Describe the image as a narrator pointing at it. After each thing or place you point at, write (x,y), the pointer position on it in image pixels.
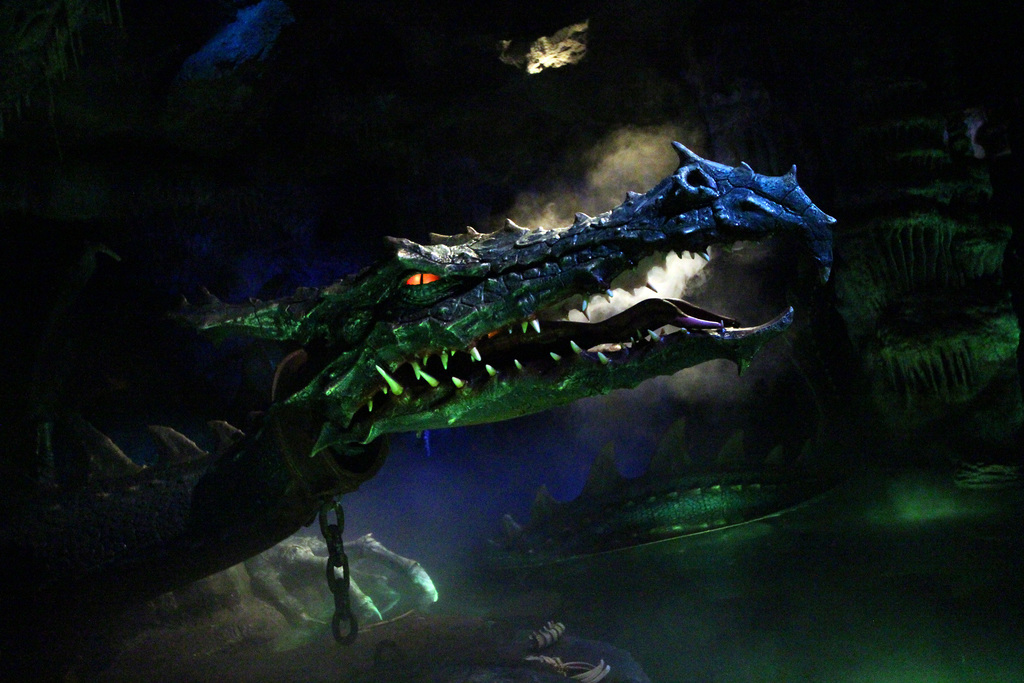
This is an animated picture. Picture contains few animals (513,346). Left side (330,438) there is an animal (293,402) which is tied with the chain (337,598).
